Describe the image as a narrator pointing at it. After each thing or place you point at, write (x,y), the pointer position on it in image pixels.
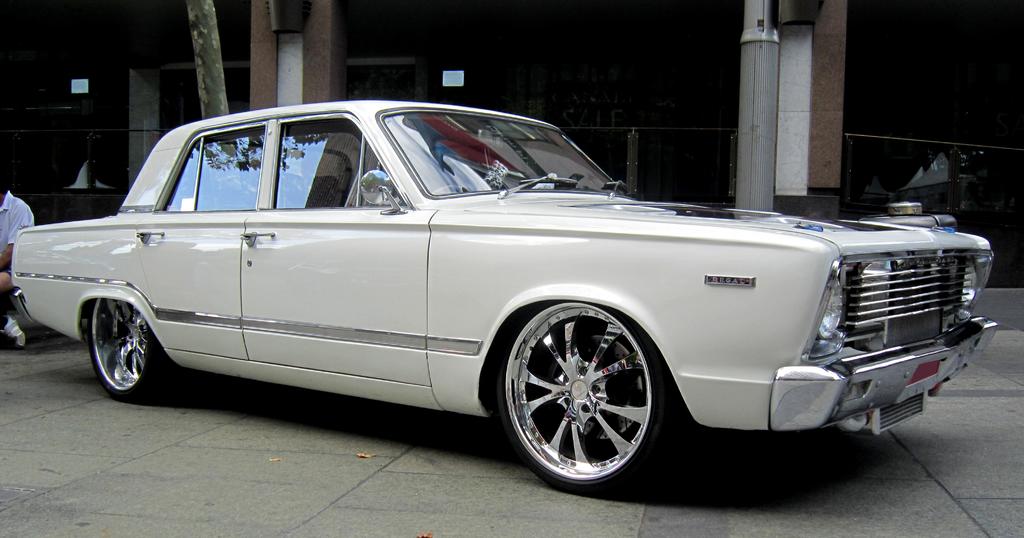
In the foreground (455,218) I can see a car (520,217) on the road (23,357). I can see a man (19,219) on the left side (19,219) and he is wearing a white color T-shirt (31,215). In the background (322,93), I can see the pillars (784,97) of the building (512,41).
